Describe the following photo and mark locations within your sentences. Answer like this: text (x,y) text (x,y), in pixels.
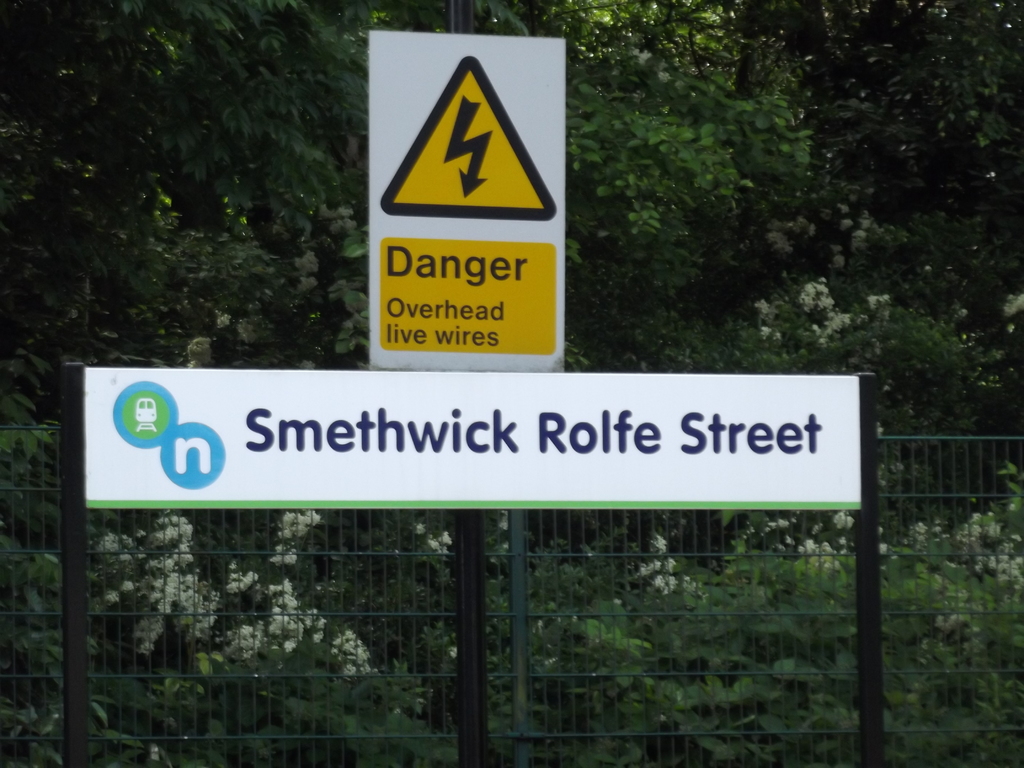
In this image few boards (595,441) are attached to the fence (513,658). Behind there are few plants (490,643) having flowers (212,622). Background (926,191) there are few trees (760,183).
